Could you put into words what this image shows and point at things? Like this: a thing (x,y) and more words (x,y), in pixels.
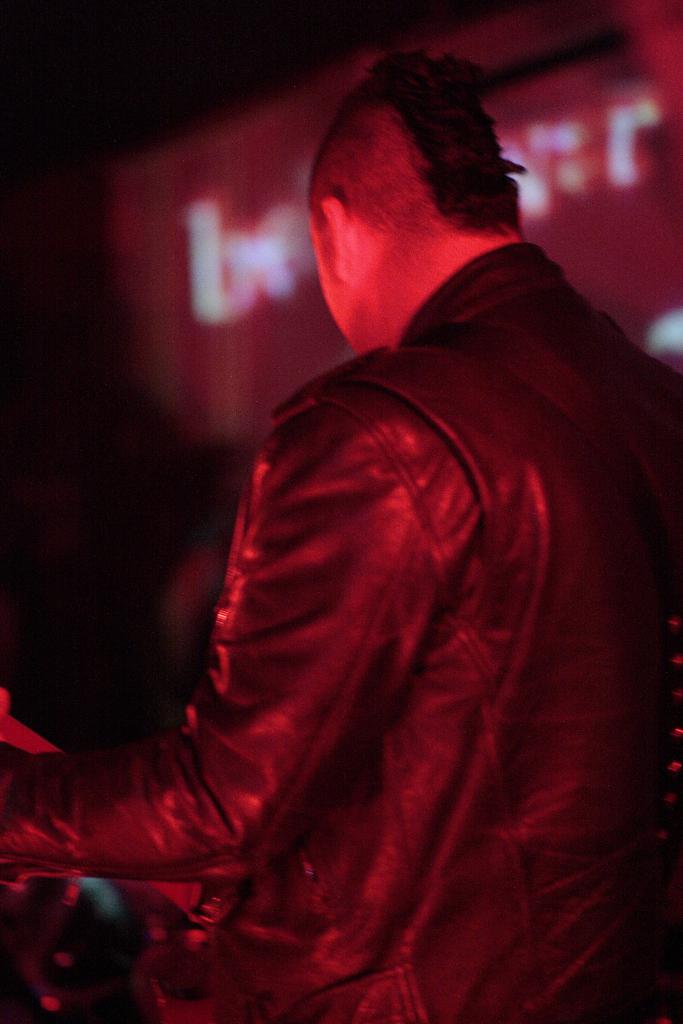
In this image I can see a man (294,528) and I can see he is wearing a jacket (388,437). I can see this image is little bit in red color and I can see this image is little bit blurry from background (679,39).
